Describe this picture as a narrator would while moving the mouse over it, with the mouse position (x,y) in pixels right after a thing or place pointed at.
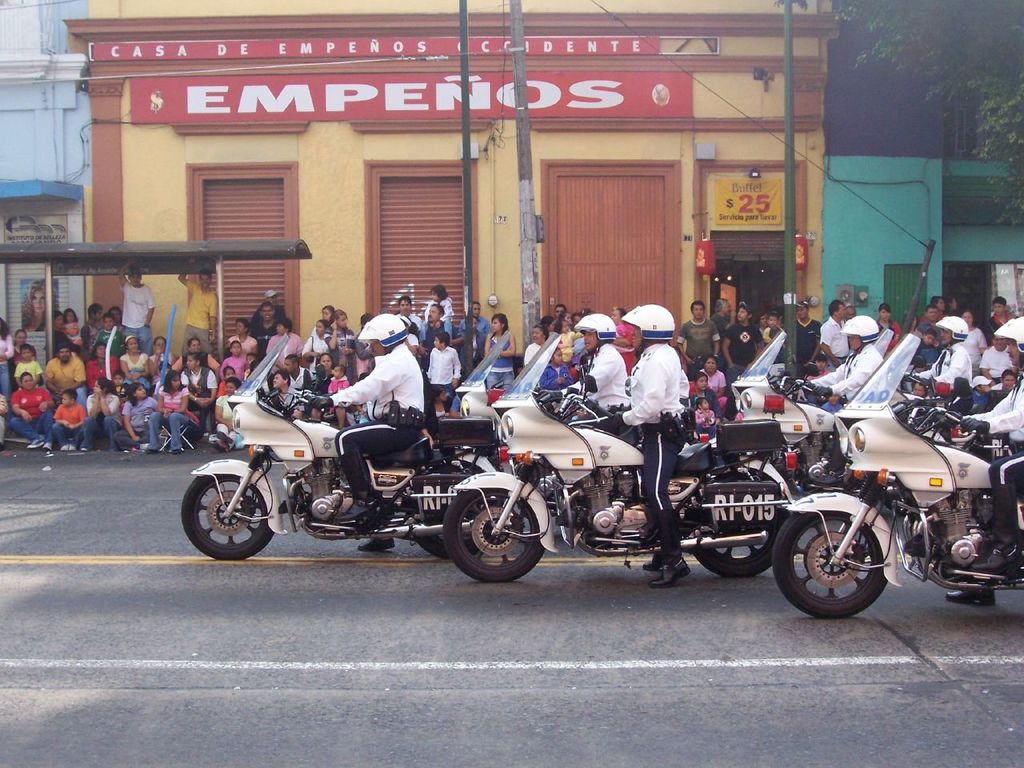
In this image in the center (653,438) there are some people (644,362) who are wearing helmets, and they are sitting on bikes (572,449) and in the background (49,433) there are group of people (190,366) and some children (61,390) standing and there are buildings (94,224), poles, trees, and some wires (872,183). And at the bottom (106,526) there is road (497,669).
